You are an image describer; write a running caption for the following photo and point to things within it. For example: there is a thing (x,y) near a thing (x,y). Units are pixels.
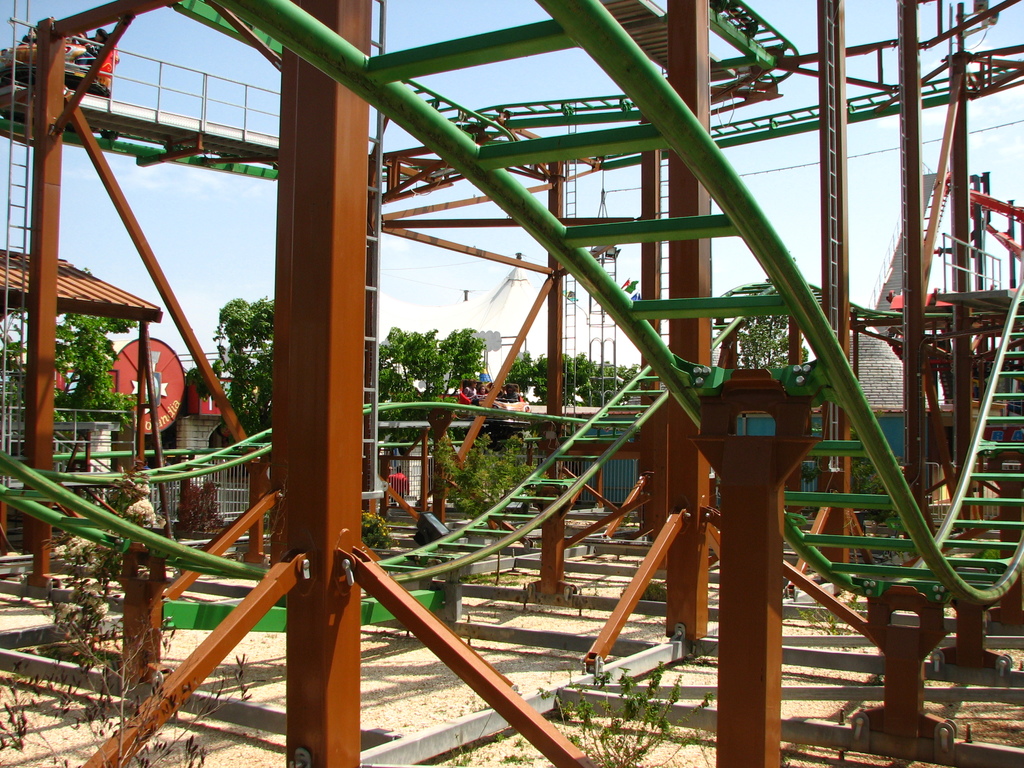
In this picture I can observe mini roller coaster (436,470). In the background (195,234) there are trees (600,386) and sky (228,223).
